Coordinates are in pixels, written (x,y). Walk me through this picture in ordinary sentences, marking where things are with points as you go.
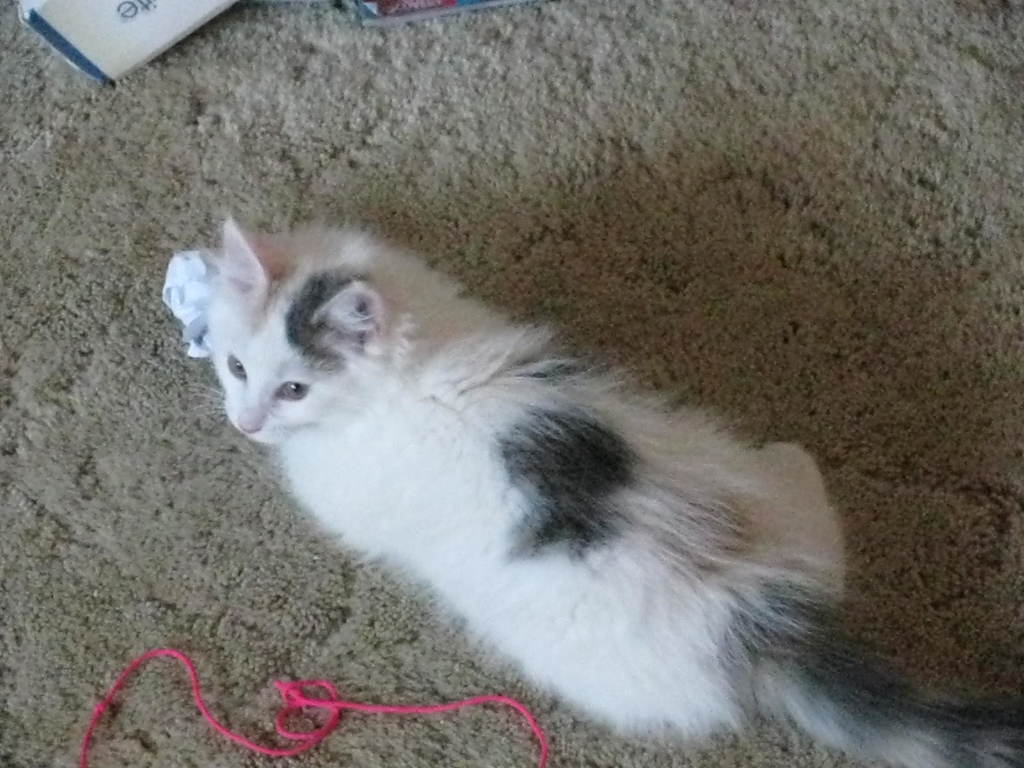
In this image there is a cat (312,361) sitting on the carpet (98,424) beside that there is a pink rope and some other objects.
